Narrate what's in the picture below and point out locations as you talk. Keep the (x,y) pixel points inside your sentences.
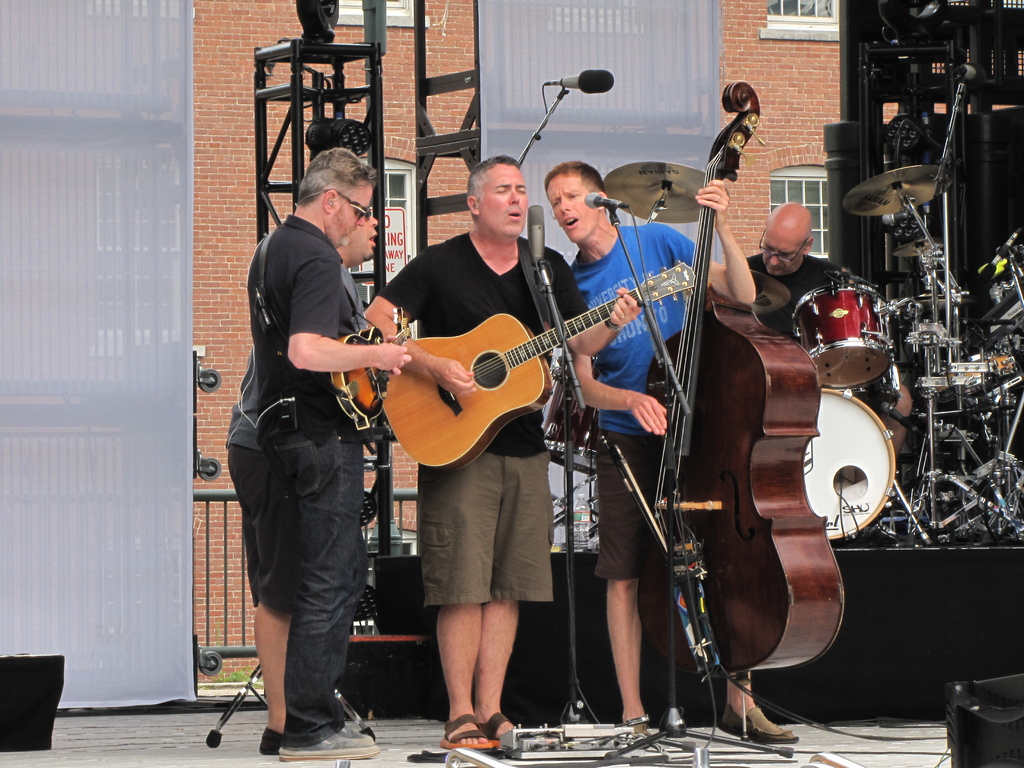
In this image I see 5 men (336,228), in which 4 of them are with the instruments (872,183) and 2 of them are near the mics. In the background (816,3) I see the building (831,8).
